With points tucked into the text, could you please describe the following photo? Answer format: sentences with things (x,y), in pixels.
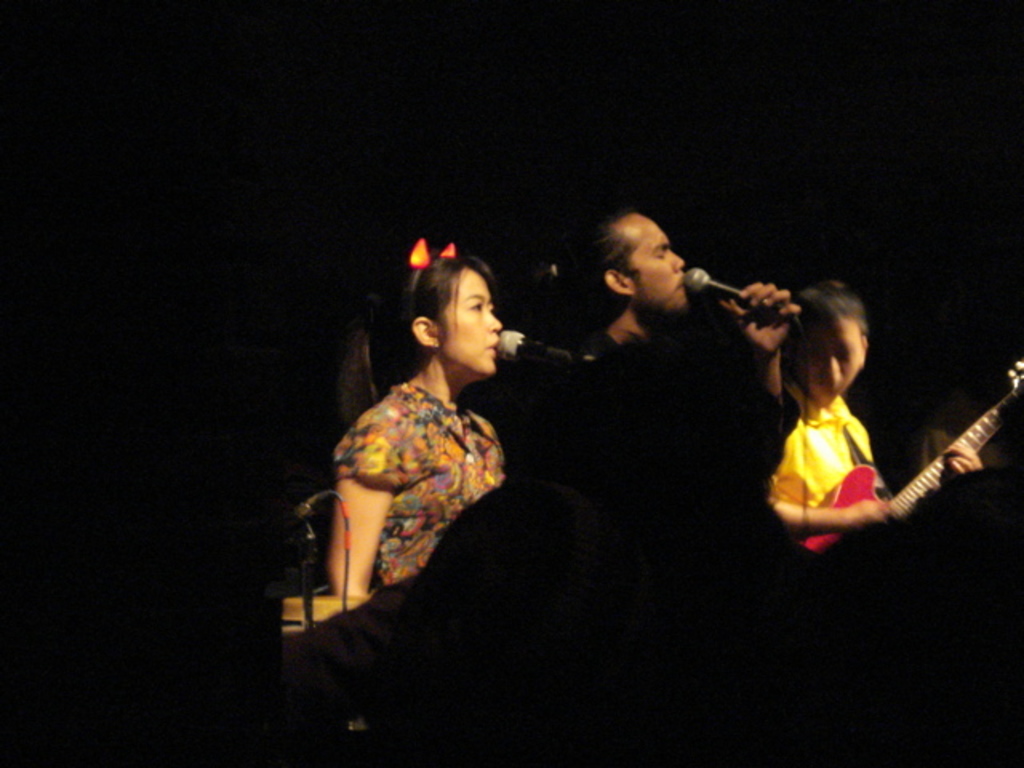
This woman (468,438) and this man (735,316) is singing in-front of mic (505,350). This person (839,401) is playing a guitar (895,502).
